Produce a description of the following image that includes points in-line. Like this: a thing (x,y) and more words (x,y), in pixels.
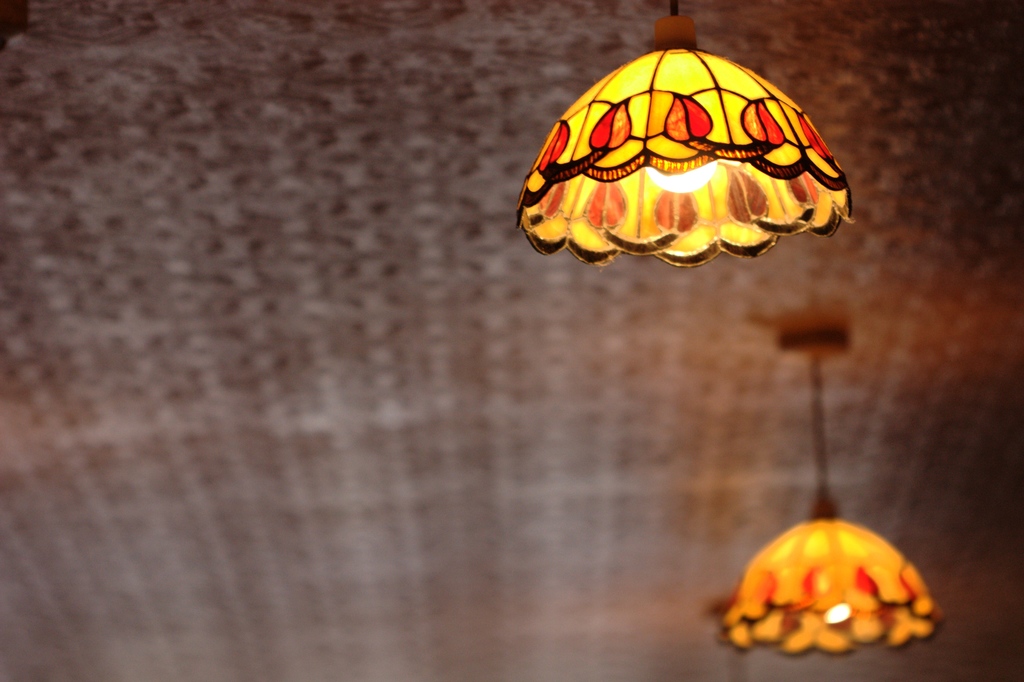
In this image, I can see two lamps (610,179), which are hanging to the ceiling (613,29). I can see the design (756,147) on the lamps (776,587).
